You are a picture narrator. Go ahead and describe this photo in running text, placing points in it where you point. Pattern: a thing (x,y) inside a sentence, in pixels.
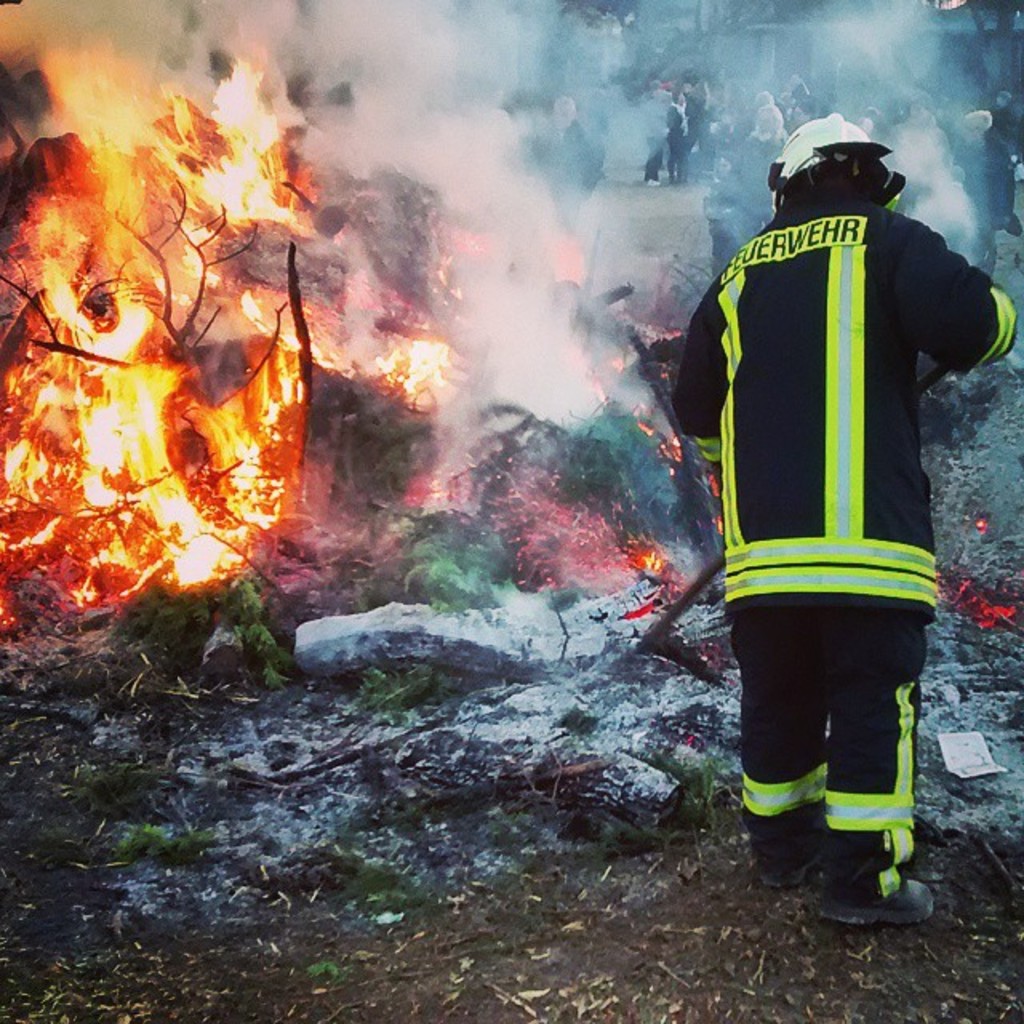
In the picture we can see some fire accident (26,507) and some material (331,256) has been burnt and some fire department person (780,808) stopping the fire (65,302), he is wearing jacket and helmet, in the background (664,56) we can see some people (582,152), tree (658,41) and some houses (692,70).
